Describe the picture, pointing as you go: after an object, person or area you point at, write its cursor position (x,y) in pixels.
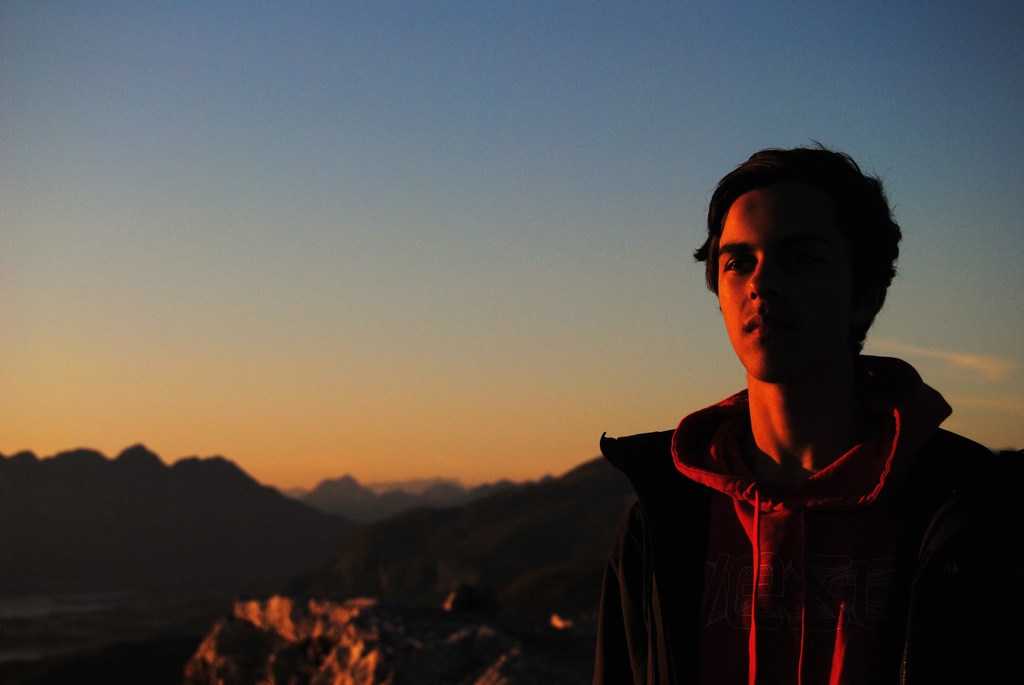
On the right side of the image (787,446) there is a person (903,425). Behind him there are rocks (312,633). In the background of the image (347,536) there are mountains (472,499) and sky (481,170).
